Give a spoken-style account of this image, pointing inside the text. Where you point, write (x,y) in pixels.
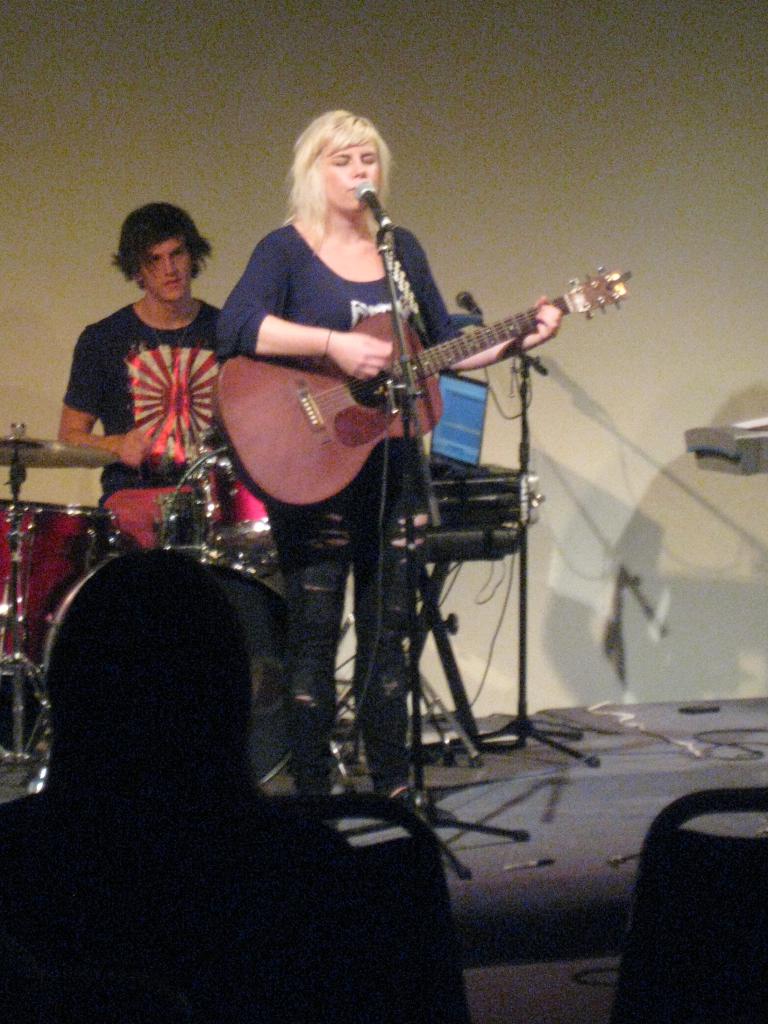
As we can see in the image there is a wall (98,292), chair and two people (372,230) over here. The women (349,244) who is standing here is holding guitar (325,381) and singing on mic (383,214). The man (172,271) who is sitting here is playing musical drums (54,456).
